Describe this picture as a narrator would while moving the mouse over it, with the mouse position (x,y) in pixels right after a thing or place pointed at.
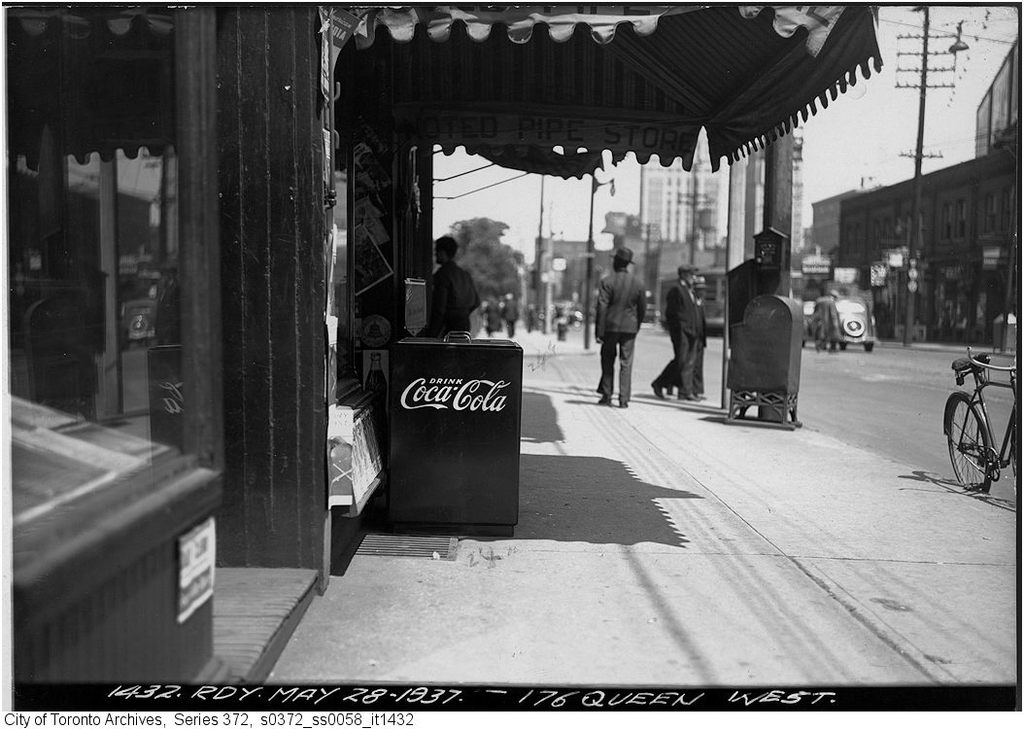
In this picture we can observe some people (620,325) walking. There is a box (440,443) placed here. We can observe a shop (331,250) on the left side (328,325). There is a vehicle (852,340) moving on this road (872,379). On the right side (959,392) there is a bicycle (955,416). In the background (659,214) there are buildings (653,204) and poles (917,202). We can observe a sky (814,160).
